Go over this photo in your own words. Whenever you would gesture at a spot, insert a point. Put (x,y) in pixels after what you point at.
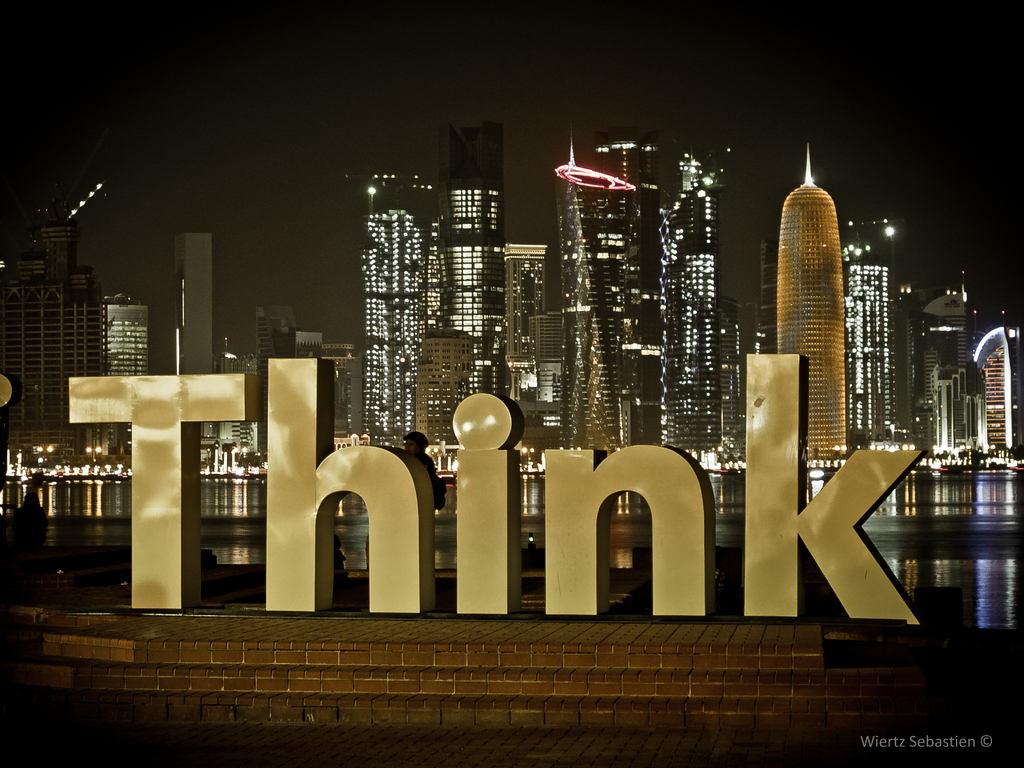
In the image there are alphabet emblems (681,547) in the foreground (389,483) and behind the emblems (854,541) there is a water surface (208,541) and behind the water surface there are buildings (604,271).
